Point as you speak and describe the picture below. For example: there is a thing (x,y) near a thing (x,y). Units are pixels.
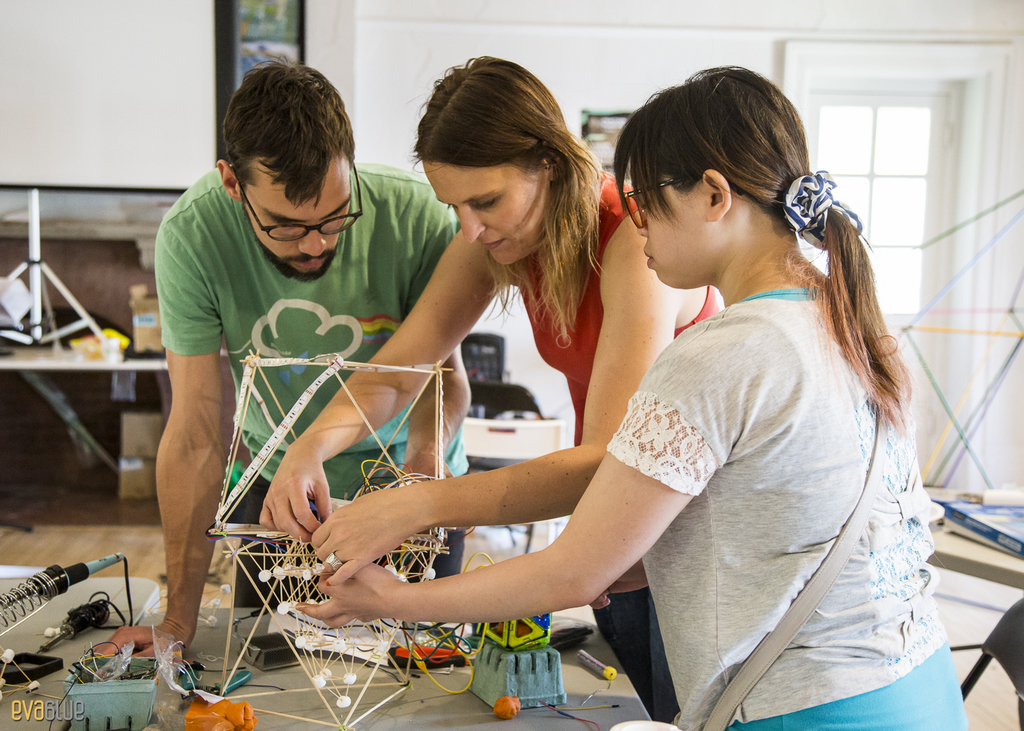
In this image we can see a few people (450,297) holding an object (412,553), in front of them, we can see some objects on the table (326,721), also we can see there are some other objects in the room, in the background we can see a window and the wall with a photo frame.
